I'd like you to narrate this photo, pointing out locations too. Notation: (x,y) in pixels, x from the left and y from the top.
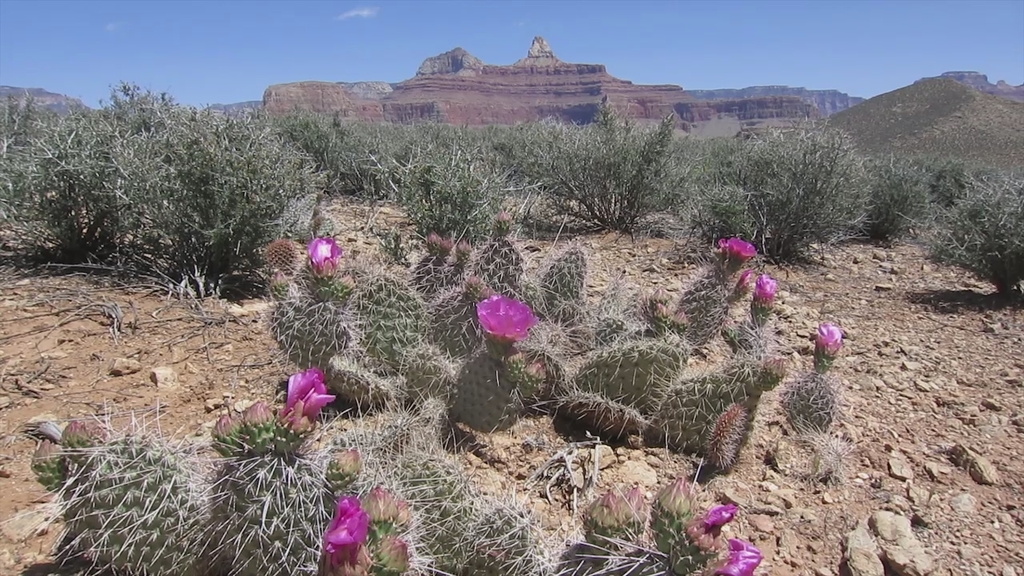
In this picture I can see plants (444,138), flowers (348,546), hills (535,50), and in the background (693,51) there is the sky (721,20).
